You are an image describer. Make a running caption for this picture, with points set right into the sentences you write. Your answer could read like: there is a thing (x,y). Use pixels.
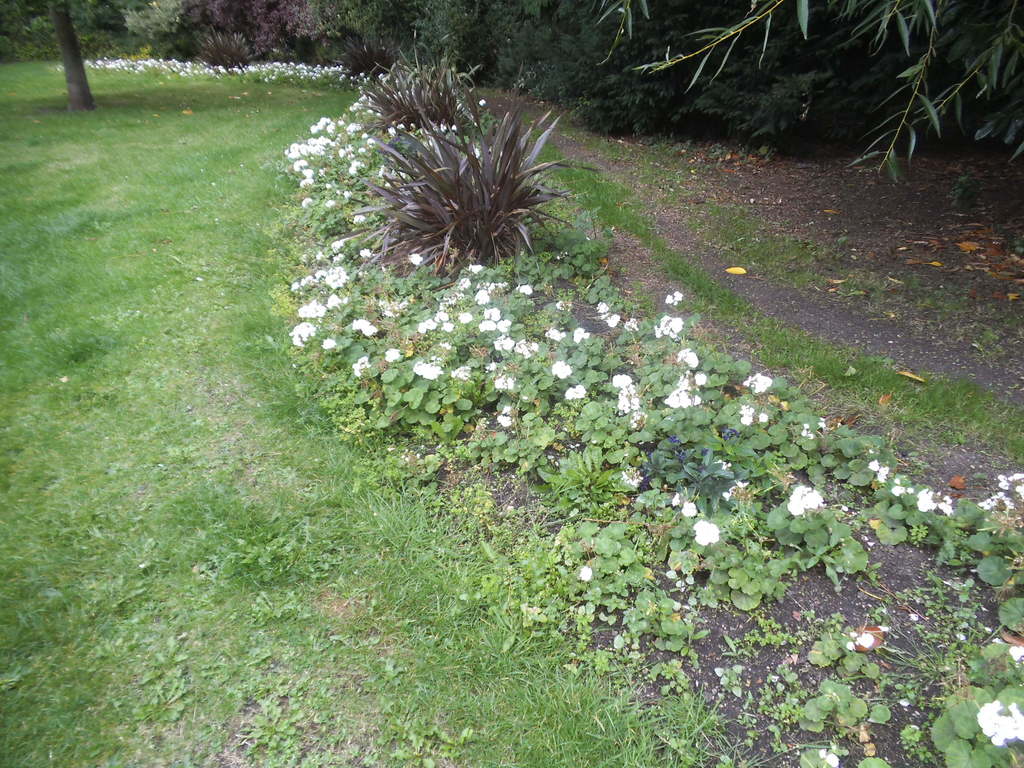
In the foreground of this image (550,369), there are flowers (468,375) plants (695,479) and grass (151,493). At the top (65,42), there is the trunk (65,42), flowers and greenery (562,57).
